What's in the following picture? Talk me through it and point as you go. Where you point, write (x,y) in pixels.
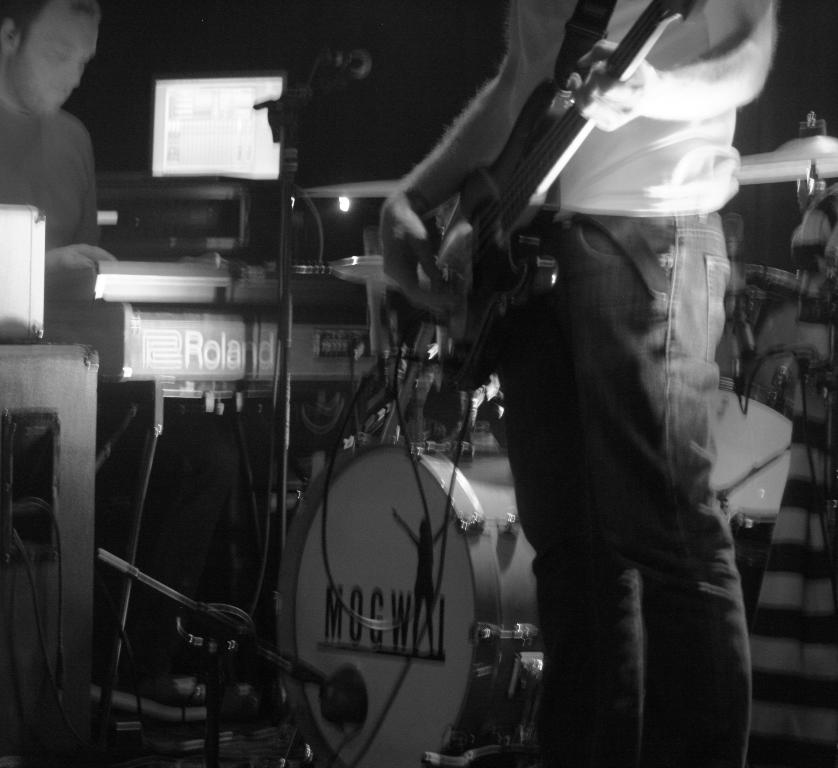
In the image we can see there is a black and white picture where a person (634,216) is standing and holding a guitar (518,219) in his hand (413,263) and the man (83,174) over here is playing the keyboard (221,330) and there is a drum set (427,553) over here.
